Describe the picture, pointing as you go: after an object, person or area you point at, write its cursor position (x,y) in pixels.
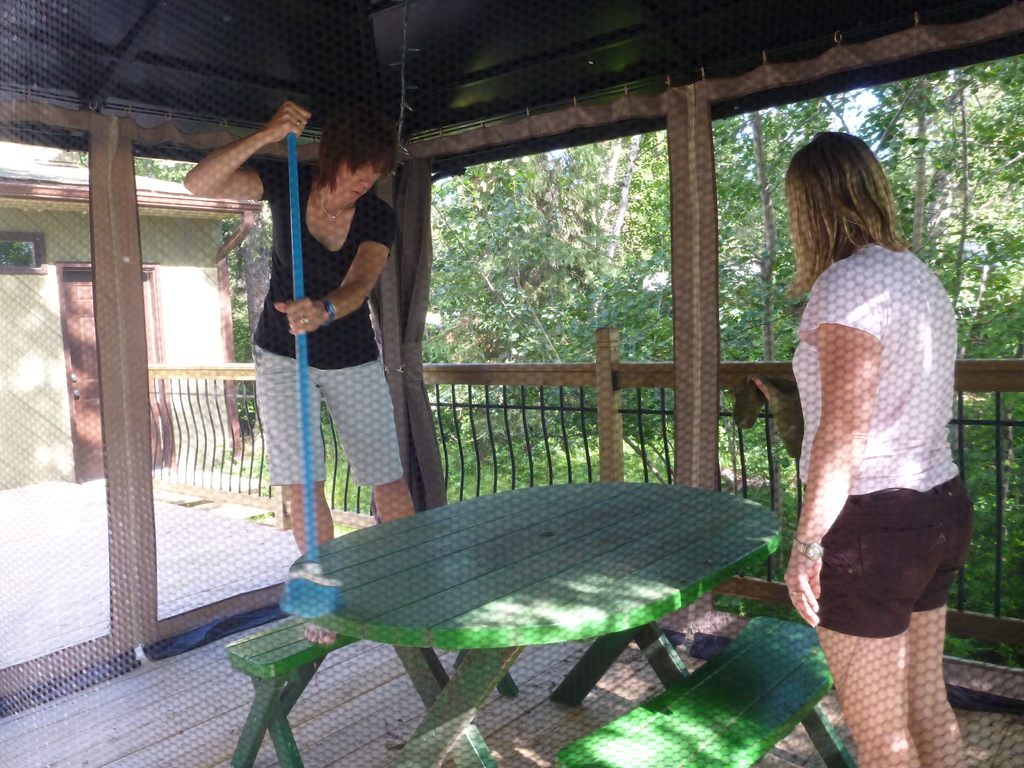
The picture is taken outside the house (252,213) where one woman (874,394) is standing in front of the bench (633,754) and table (548,554) and one woman (341,235) is standing on the bench (288,632) with a stick (304,605) in her hand (319,319) and behind them there are trees (452,241) and house (160,281).
